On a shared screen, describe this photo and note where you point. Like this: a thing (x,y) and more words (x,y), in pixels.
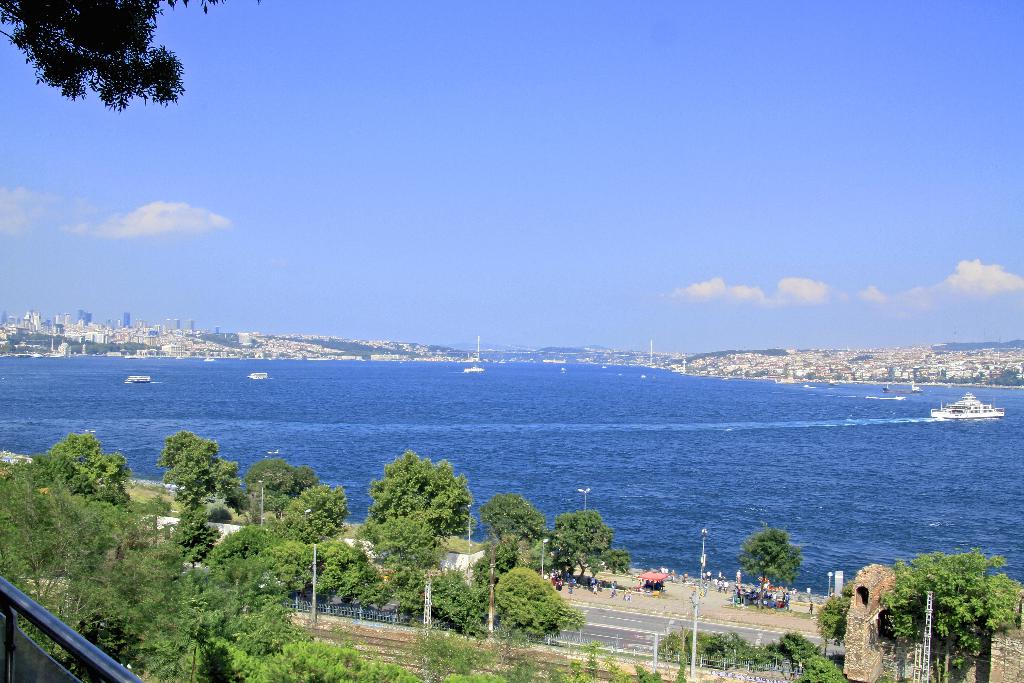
In the image there is a clear sky (673,210) and below it there is a city (142,339). There are lot of buildings (937,368) and there is a sea (468,376) in which boats (141,379) are travelling on the either side of the sea (697,556) there is a beach (710,592) where people (758,605) are sitting and enjoying. There are lot of trees (326,522) all around on either side of the beach (606,601) there is a road (626,618) and on the either sides of the road (613,615) there is a street light poles (492,602).
